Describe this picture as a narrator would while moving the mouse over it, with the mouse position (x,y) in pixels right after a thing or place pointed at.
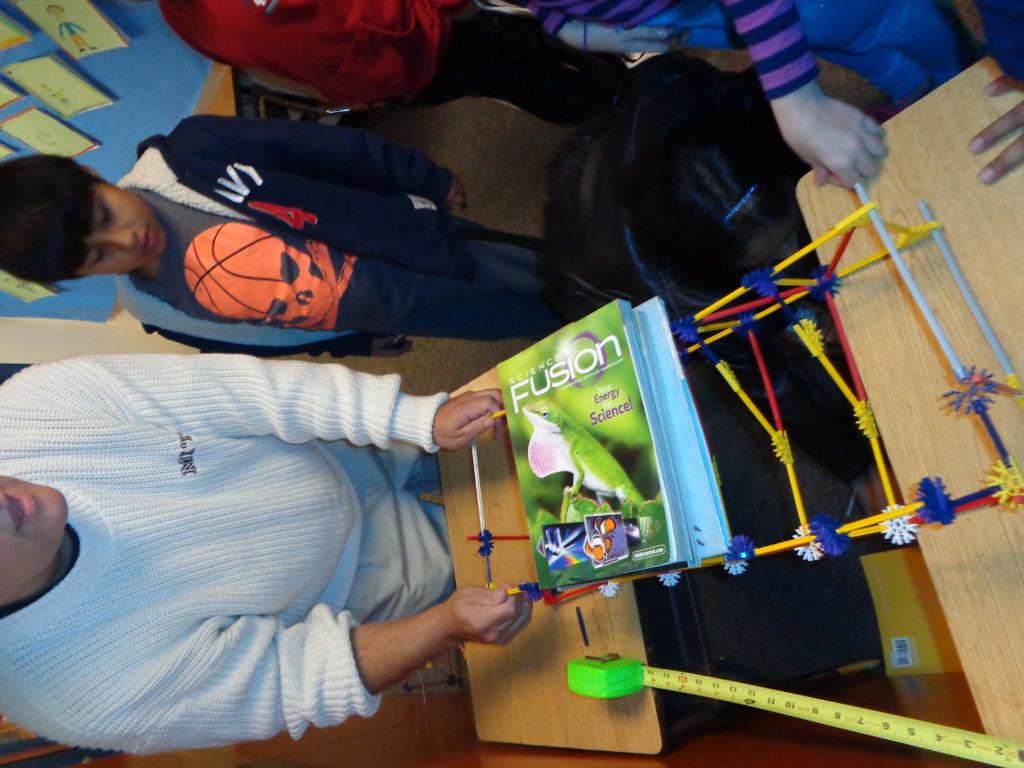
In this picture there are two tables (893,377) in the image, on which, it seems to be a fusion book (616,442) and a measuring tape (775,710) on the tables (992,726), there are people (481,34) those who are standing around the tables (979,254) and there are posters (59,76) in the background area of the image (93,108).
